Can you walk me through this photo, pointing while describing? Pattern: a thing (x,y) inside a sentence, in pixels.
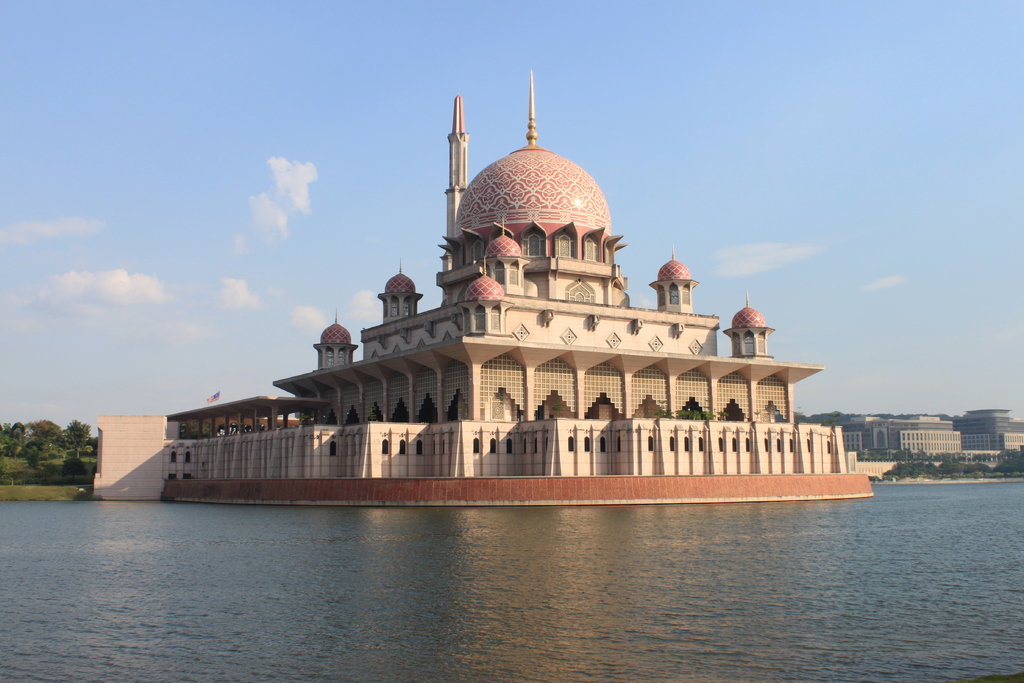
In this picture we can see a mosque (535,386) here, at the bottom (525,581) there is water (620,564), on the left side (66,464) we can see trees (52,443), on the right side (877,432) there are some buildings (888,432), we can see the sky (775,148) at the top of the picture (747,139).
